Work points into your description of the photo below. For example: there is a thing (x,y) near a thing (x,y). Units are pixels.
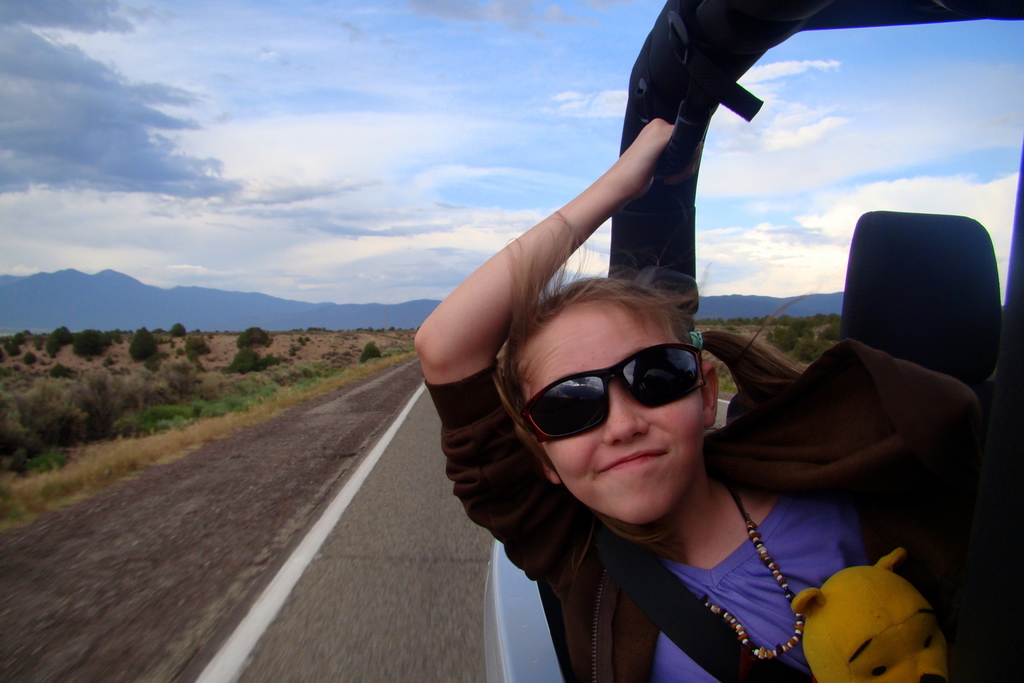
In the picture we can see a girl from the car (509,600) holding a car rod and she is smiling and in the background (264,363), we can see a road (286,569), grass (158,444), plants (95,425) and sky (257,247) with clouds (450,231).
